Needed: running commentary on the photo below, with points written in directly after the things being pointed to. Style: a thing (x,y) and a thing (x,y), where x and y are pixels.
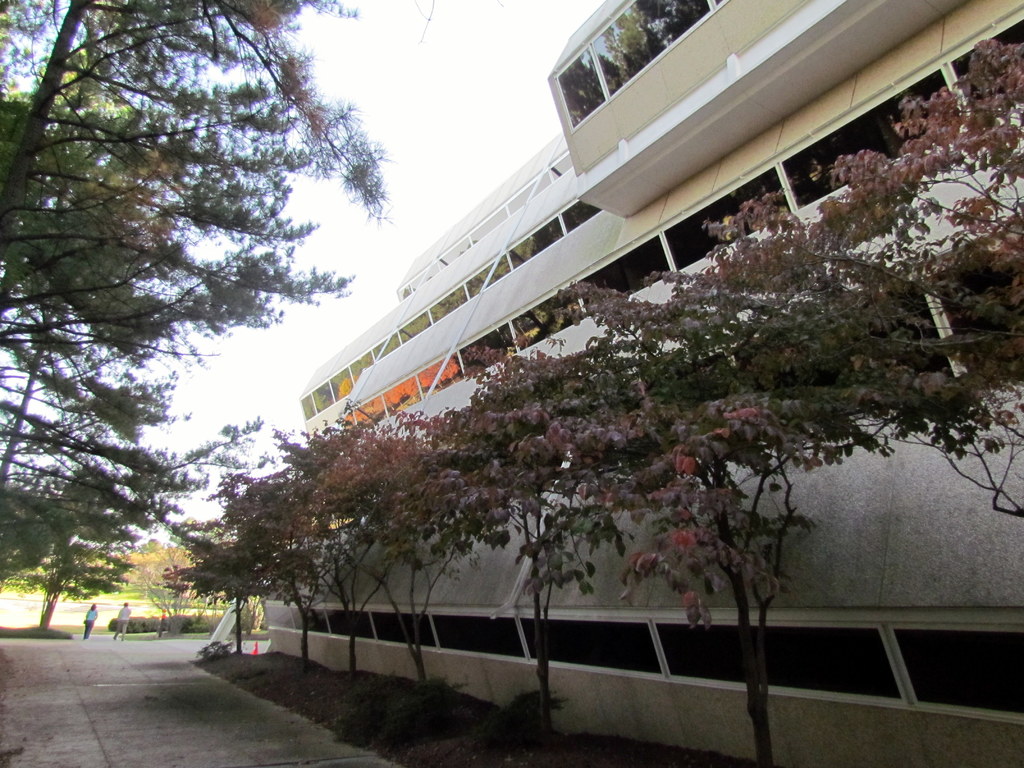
This picture shows a building (782,719) and we see trees (562,538) and few plants (424,705) on the ground (279,682) and we see couple of them (124,630) walking and a cloudy Sky (289,368).
